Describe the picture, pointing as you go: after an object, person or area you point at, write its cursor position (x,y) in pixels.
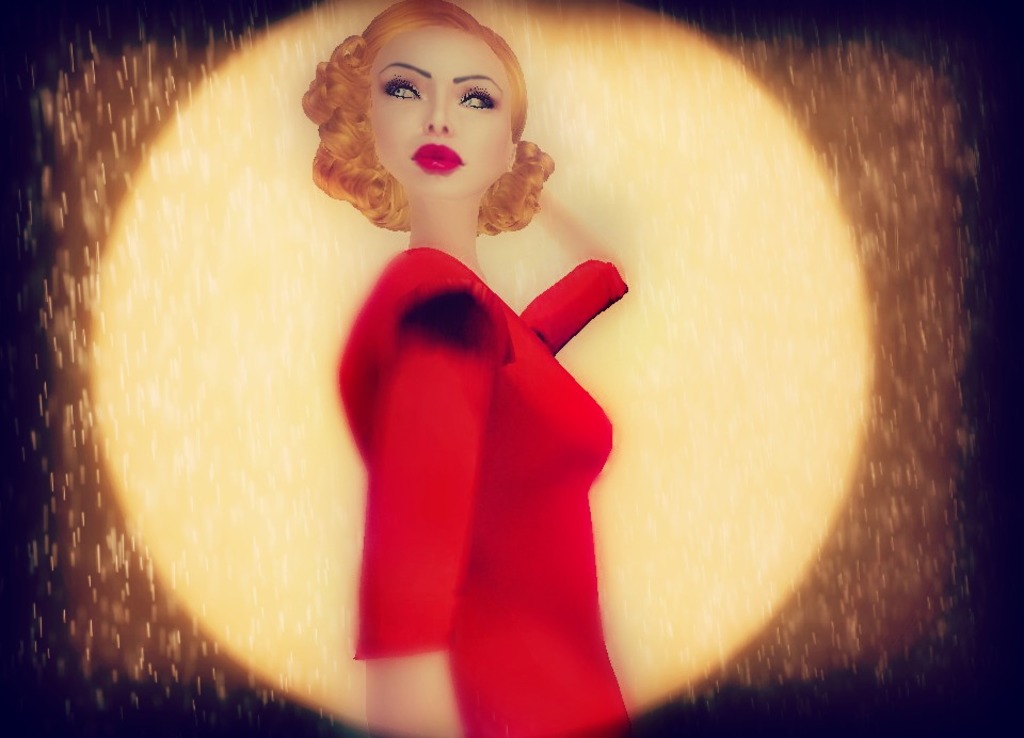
In this image I can see the animated picture in which I can see a woman (397,213) wearing red colored dress (489,471).
